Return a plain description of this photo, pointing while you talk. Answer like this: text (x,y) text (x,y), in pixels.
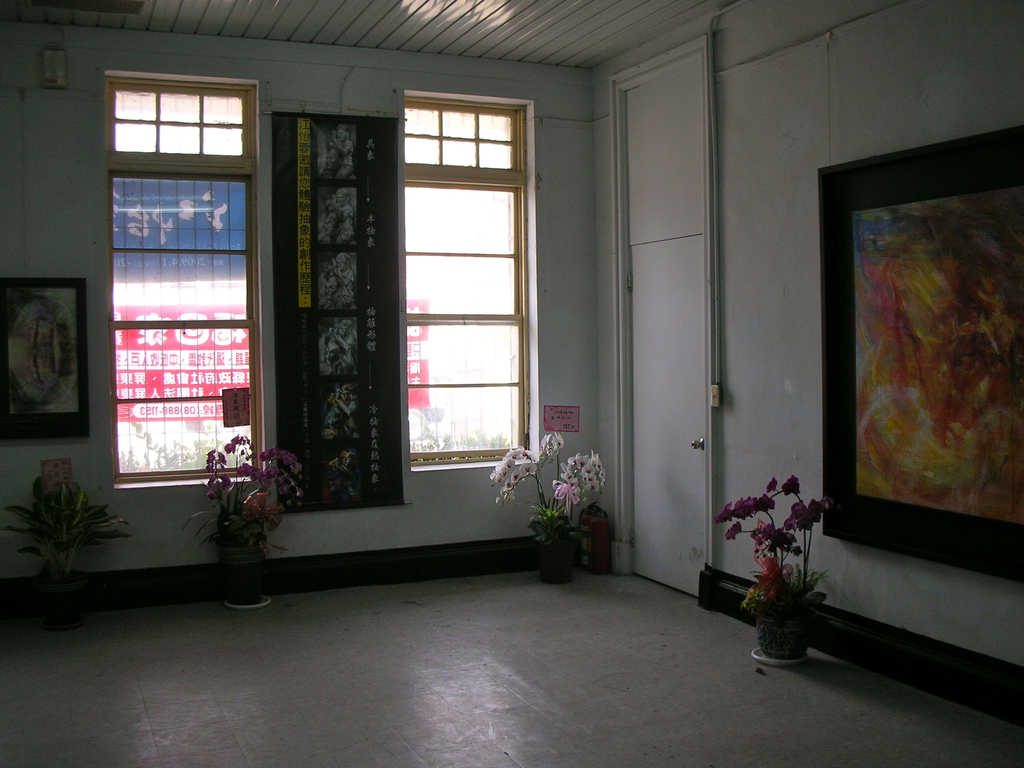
This picture is clicked inside the room (415,427). In this picture, we see flower pots (766,633). Behind them, we see a white wall (781,363) on which photo frame (957,418) is placed. Beside that, we see a white door (651,395). In the background (236,362), we see windows (200,475) from which we can see buildings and a red board (238,351) with some text (172,365) written on it. On the left side (36,297), we see a photo frame (69,374) placed on the wall (58,253). At the top of the picture (287,40), we see the ceiling (486,40) of the room (395,32).
